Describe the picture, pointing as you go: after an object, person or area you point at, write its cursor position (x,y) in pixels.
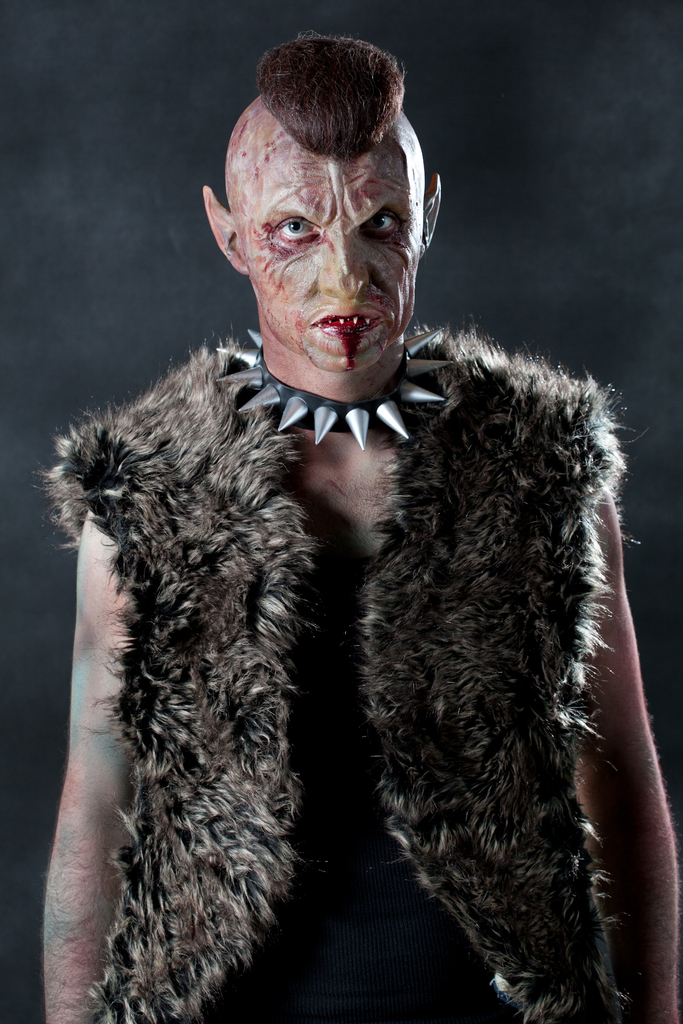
In this image I can see a person (298,471) wearing black color dress (313,819) is standing. I can see a chain (282,419) to his neck (343,379) and I can see the black colored background (593,95).
